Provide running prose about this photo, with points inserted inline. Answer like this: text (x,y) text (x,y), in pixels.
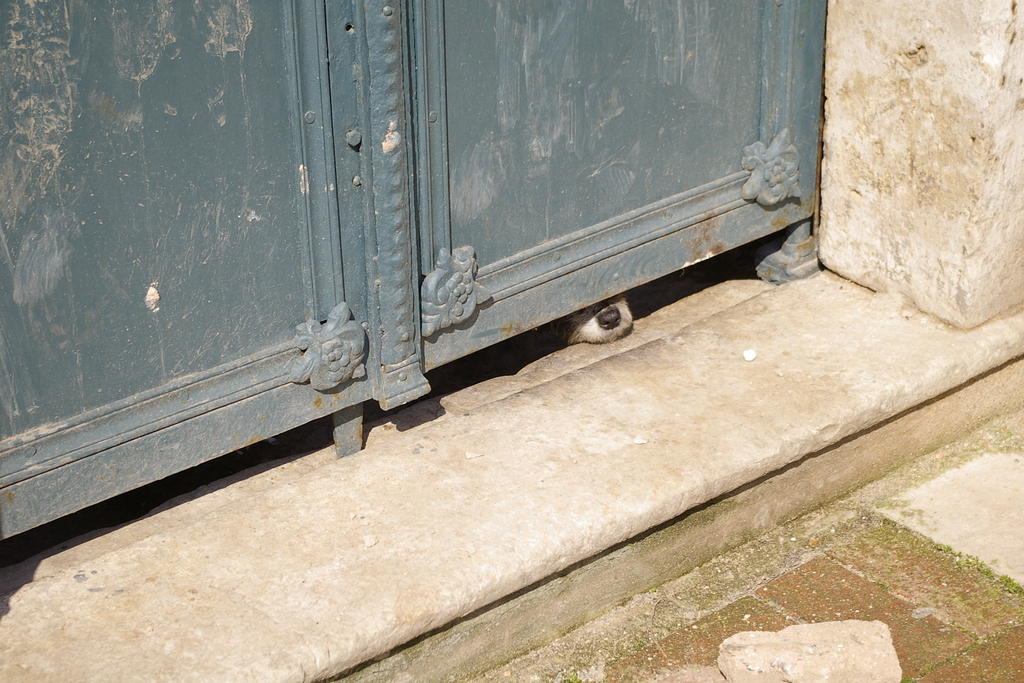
This picture might be taken from the outside of the door (437,260) and it is sunny. In this image, on the right side (851,671), we can see a stone (880,676). In the background (247,259), we can see a door (636,192) which is closed, at the bottom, we can see the mouth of a dog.
